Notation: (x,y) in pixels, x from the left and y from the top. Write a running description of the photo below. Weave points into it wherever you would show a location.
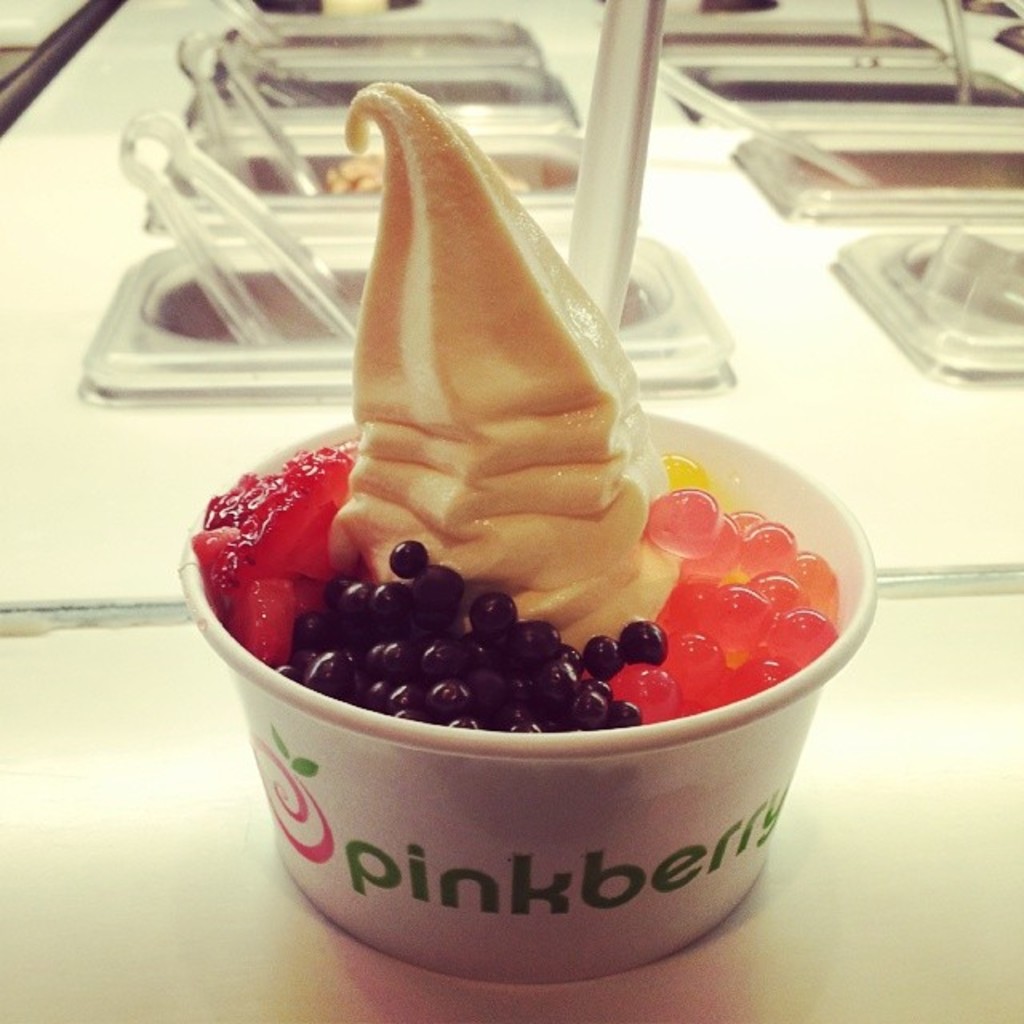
In this picture I can see food (522,552) in the cup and I can see few containers (402,60) and serving tongs (784,144).
